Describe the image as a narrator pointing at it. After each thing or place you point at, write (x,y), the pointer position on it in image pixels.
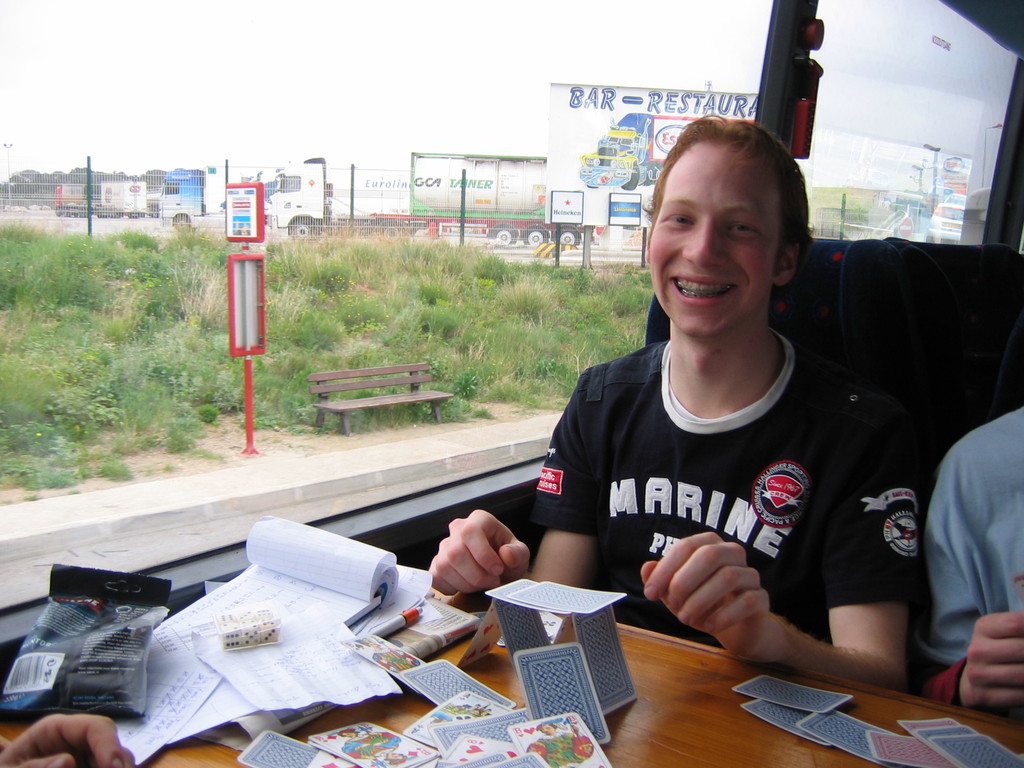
This might be clicked in a train (433,611). There is a table (537,690) at the bottom (405,728). On that there are papers (347,634), pens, cards (537,628). There is a person (677,430) sitting in that table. There is grass (396,297) in the middle (387,360). There is a vehicle (284,222) in the middle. There is sky (261,80) at the top (227,114).
